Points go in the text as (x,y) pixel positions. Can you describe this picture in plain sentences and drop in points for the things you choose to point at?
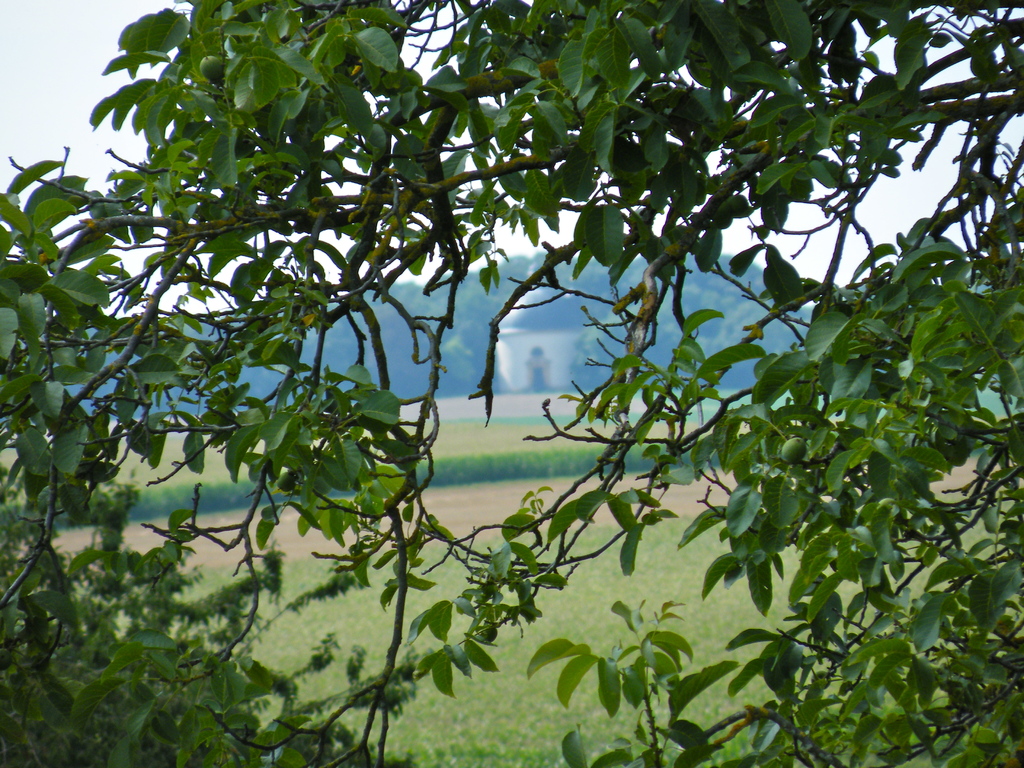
In this picture we can see trees (645,297) and in the background (708,276) we can see hills (627,271) and grass (507,626) and a path (463,509) and here it is a dome (559,338) with the entry (536,376) and above the hill (399,326) there is a sky (51,82).
